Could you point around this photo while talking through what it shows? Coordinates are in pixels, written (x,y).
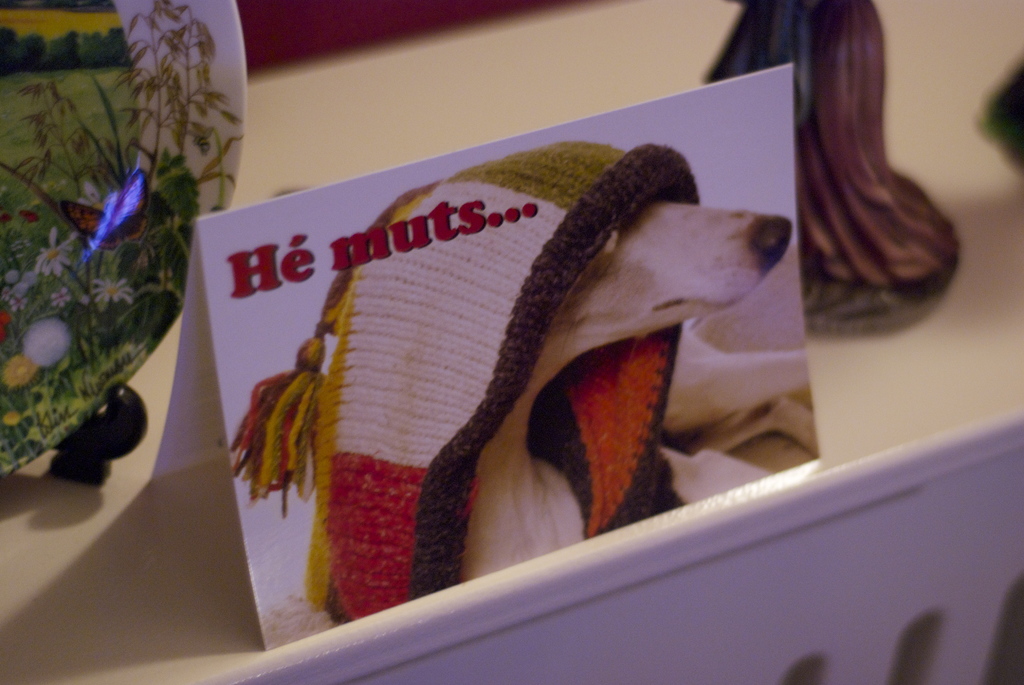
In this image I can see the board (421,420). On the board (554,462) I can see an animal (528,426) with the cloth (417,328). To the side of the board (292,447) I can see the decorative objects (872,34). These are on the cream color surface (951,401).
